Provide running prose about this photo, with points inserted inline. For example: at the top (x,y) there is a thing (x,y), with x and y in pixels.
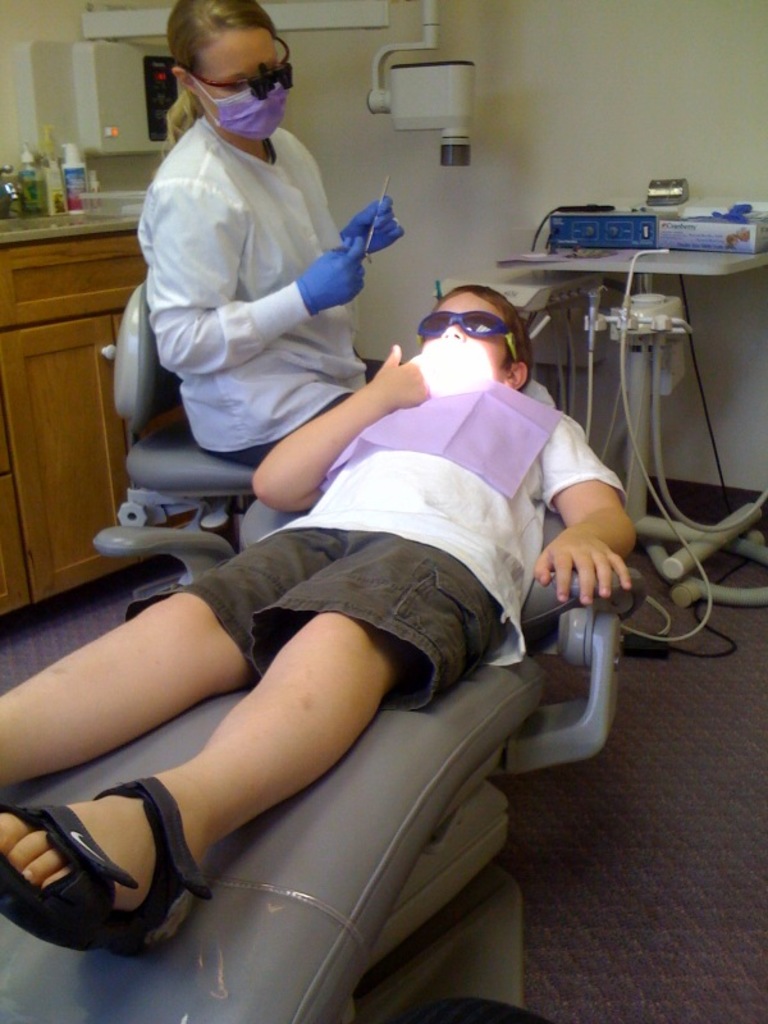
In this image I can see two persons (293,676), the person (474,538) in front (467,544) is laying and the person (447,510) is wearing white and black color dress (399,497) and the person (288,369) at left (249,308) is sitting and wearing white color dress (260,306). Background (366,306) I can see few bottles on the counter top (45,222) and I can also see few machines (588,223) on the table (672,267) and the wall (585,87) is in white color.
